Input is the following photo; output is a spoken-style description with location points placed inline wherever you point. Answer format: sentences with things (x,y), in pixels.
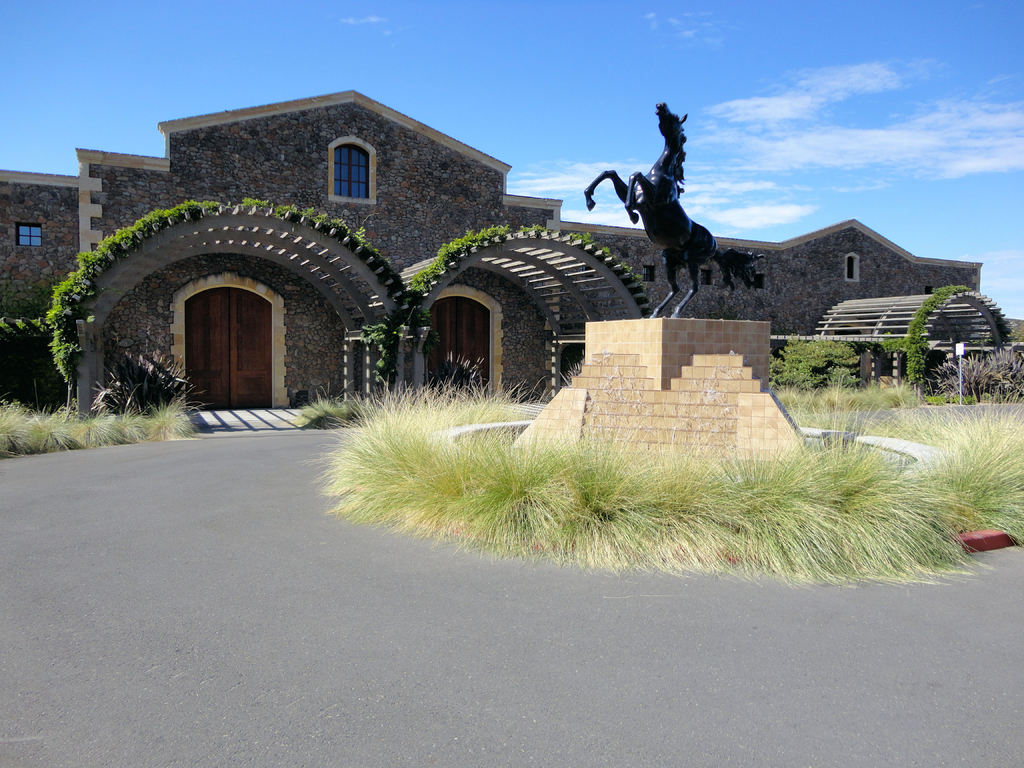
This picture is clicked outside. On the right (691,279) we can see the sculpture (658,210) of a horse (654,225) and we can see the grass (380,464) and some plants (910,353). In the center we can see the windows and doors (253,352) of the houses (290,176) and some other objects (485,266).
